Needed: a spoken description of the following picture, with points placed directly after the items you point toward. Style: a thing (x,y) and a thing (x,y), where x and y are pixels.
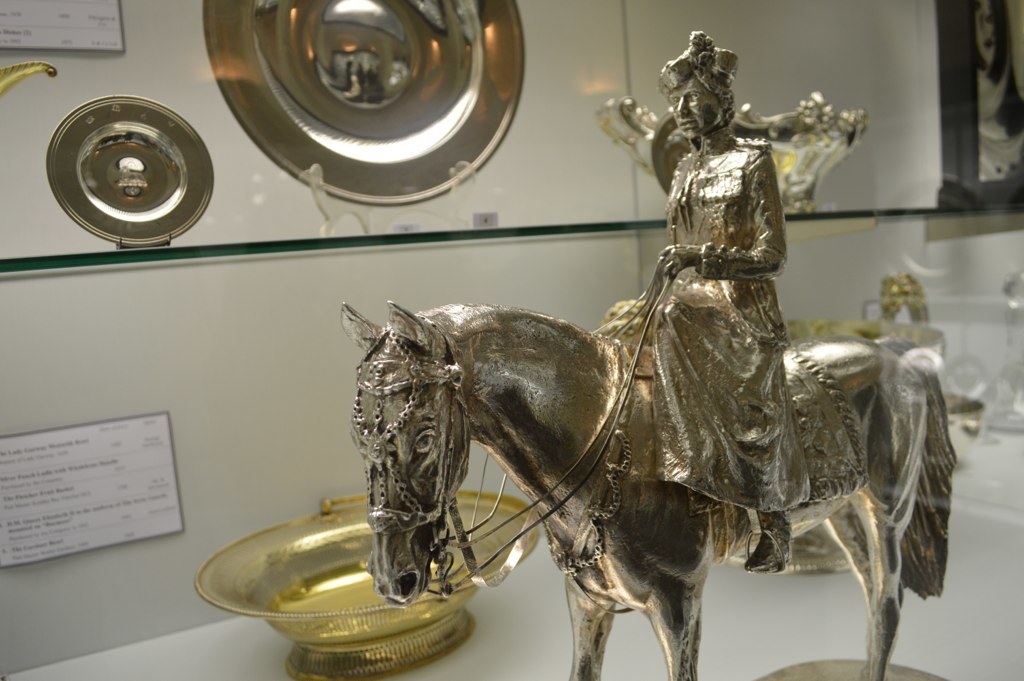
In this image, we can see statues (798,367), and in the background (811,70), there is a poster (136,461) placed on the wall (189,364).
